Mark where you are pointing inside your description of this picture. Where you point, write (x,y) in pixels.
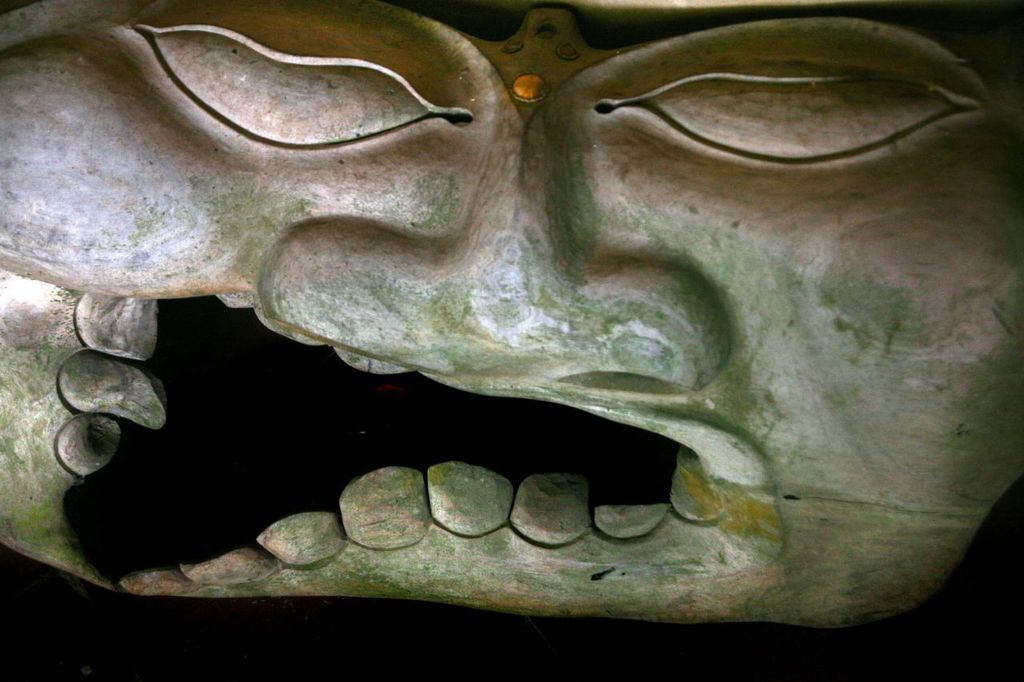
In the center of this picture (658,266) we can see an object (764,61) seems to be the sculpture (182,86) of the face (195,189) of a person (148,208). The background of the image is black in color.
